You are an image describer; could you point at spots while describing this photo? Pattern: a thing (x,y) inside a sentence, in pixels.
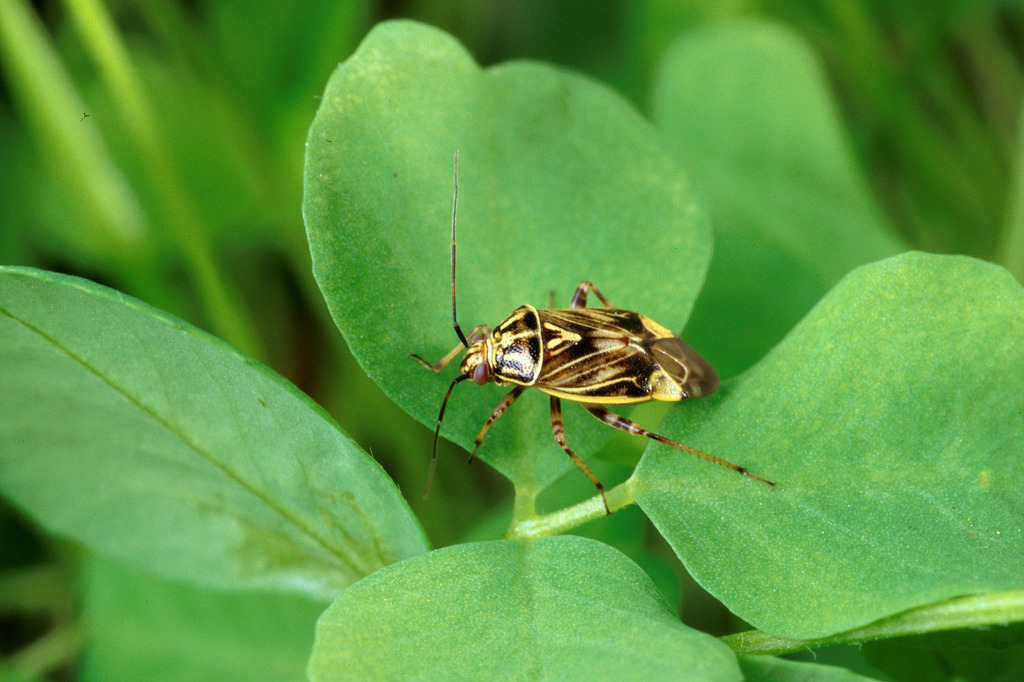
In the center of the image (510,344) we can see insect (529,373) on the plant (470,565).
